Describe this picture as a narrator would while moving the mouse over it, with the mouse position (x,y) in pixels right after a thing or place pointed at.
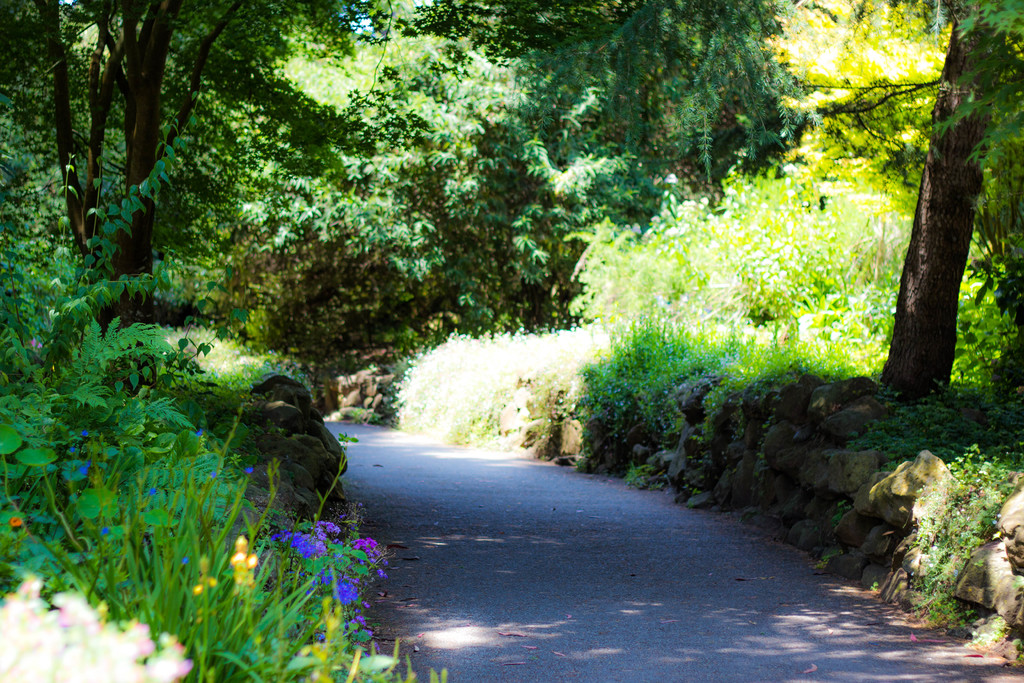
This picture might be taken from outside of the city and it is sunny. In this image, on the right side (917,166), we can see some trees (944,150), plants (612,261). On the left side (322,422), we can also see some stones (297,439), plants (141,386), flowers (288,547), trees (151,264). In the background (518,77), there are some trees (420,95), at the bottom (605,591) there is a road (669,552).
